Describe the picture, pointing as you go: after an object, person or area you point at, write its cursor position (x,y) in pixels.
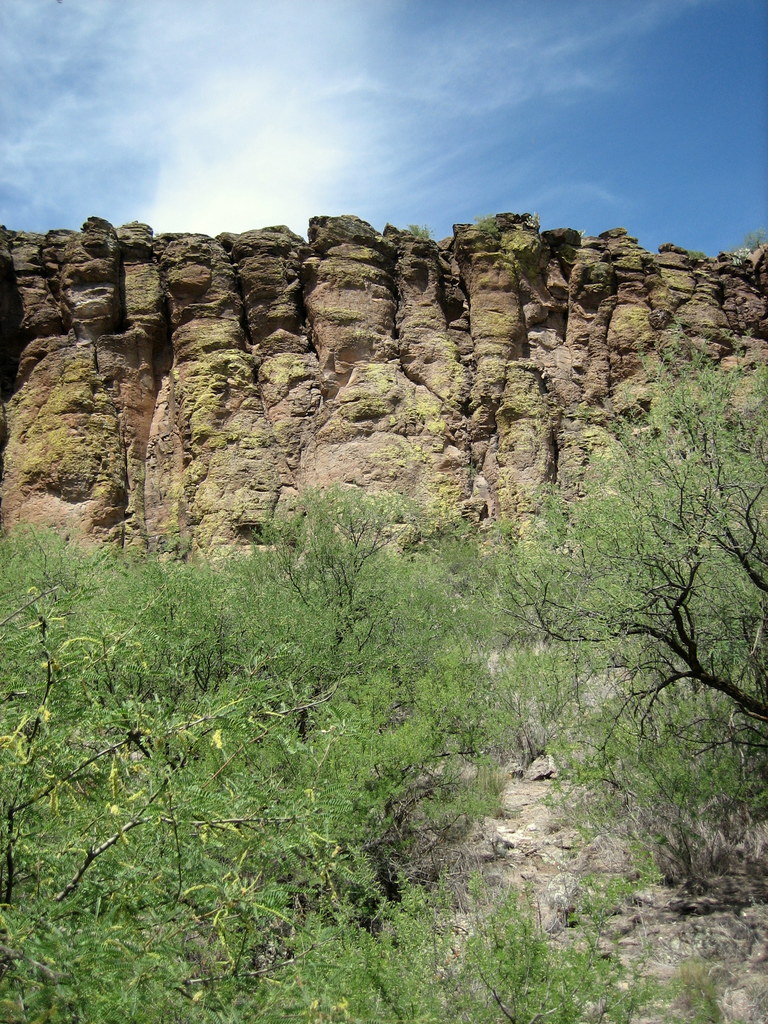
In the foreground of this image (387,666), there are trees (551,736). In the middle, there is a cliff (397,296). On the top (664,129), there is the sky (304,125) and the cloud (242,124).
